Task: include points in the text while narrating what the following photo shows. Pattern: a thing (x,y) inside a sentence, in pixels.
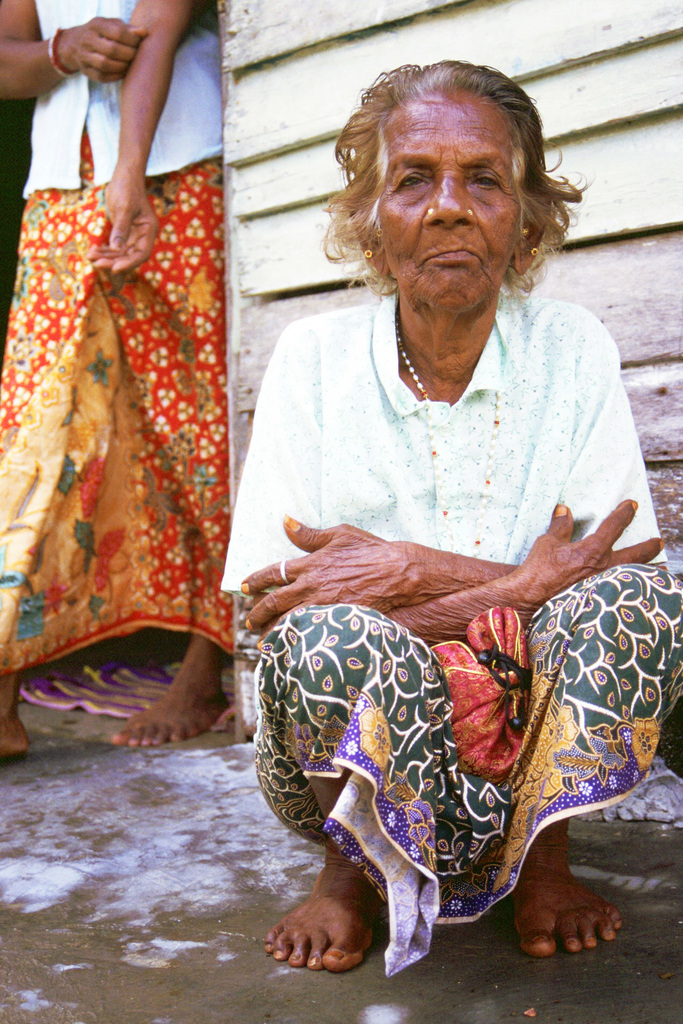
In this image we can see two women (333,480). Of them one is sitting on the floor (250,1023) and the other is standing on the floor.
